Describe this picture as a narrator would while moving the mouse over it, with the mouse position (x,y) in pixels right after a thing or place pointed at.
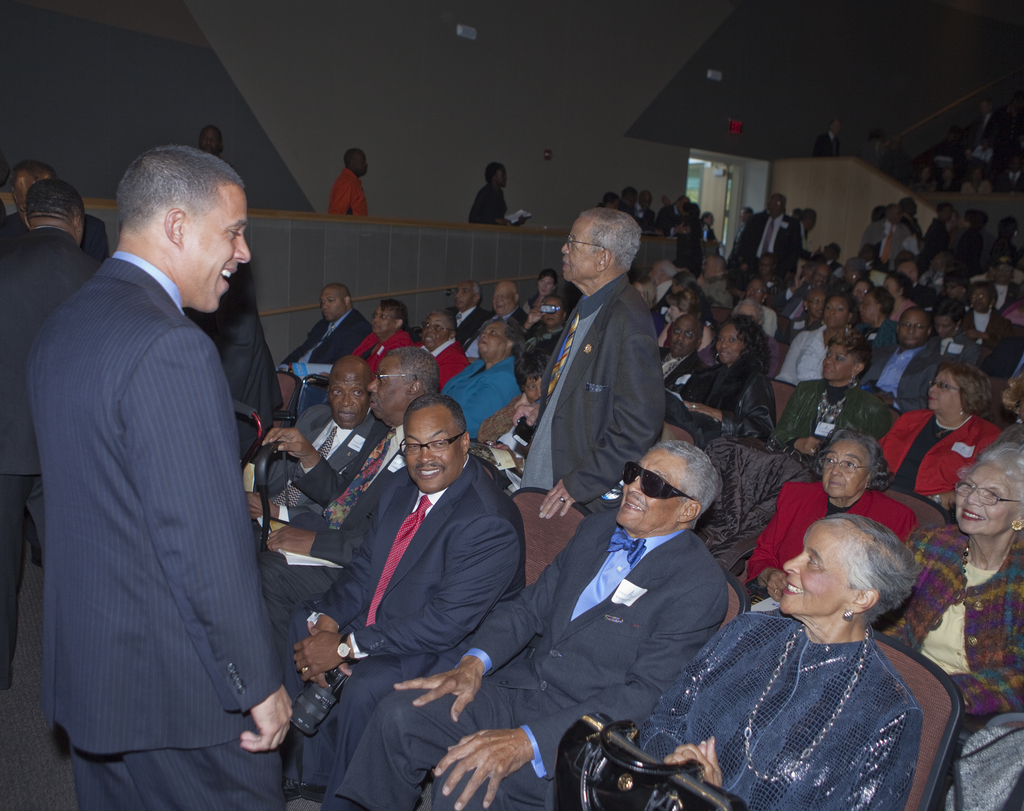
Here we can see crowd (626,296). There is a door (699,194) and this is wall (582,168).
